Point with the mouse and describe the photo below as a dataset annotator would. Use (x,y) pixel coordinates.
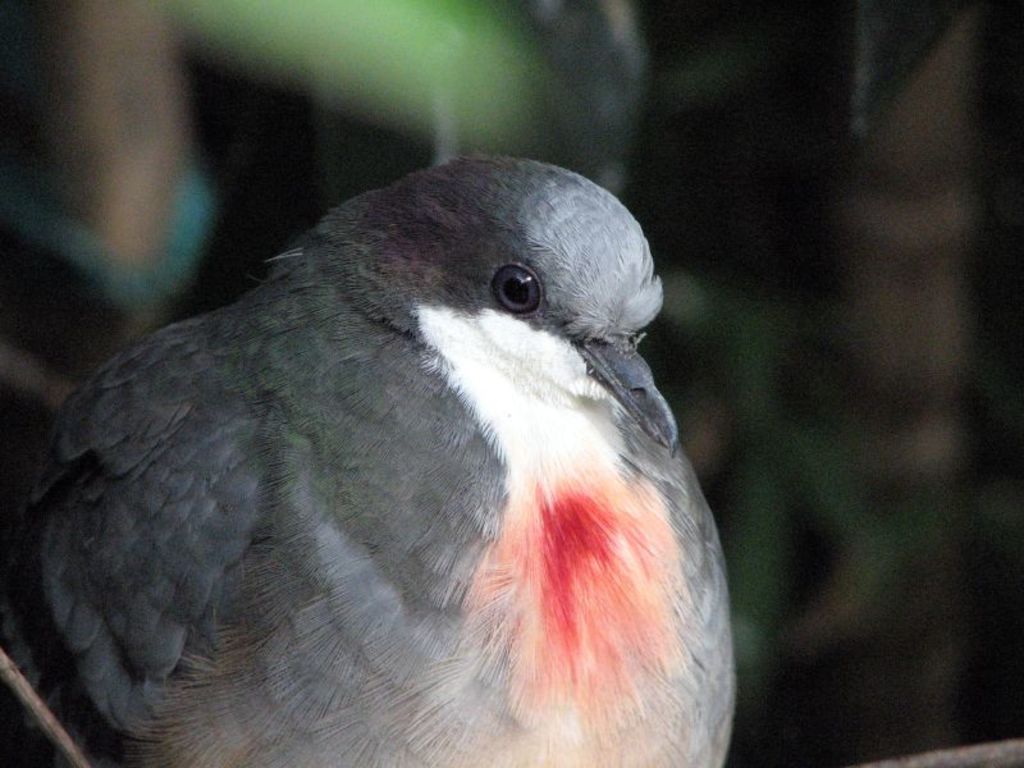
This is a zoomed in picture. In the foreground (452,653) we can see a bird (610,475) seems to be sitting. The background of the image (938,539) is blurry.
